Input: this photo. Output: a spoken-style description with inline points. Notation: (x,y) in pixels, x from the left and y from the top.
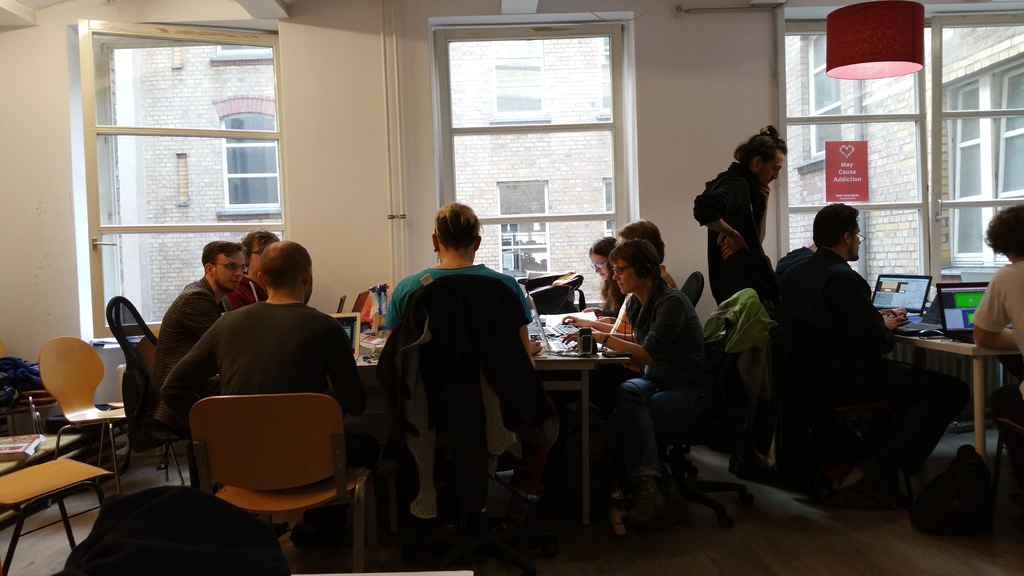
As we can see in the image there is wall (21,164), window (190,73), pipe (400,192), building (547,134) and few people (245,266) sitting on chairs (758,421) and there is a table (561,359). On table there are laptops (971,315) and papers (552,314).
